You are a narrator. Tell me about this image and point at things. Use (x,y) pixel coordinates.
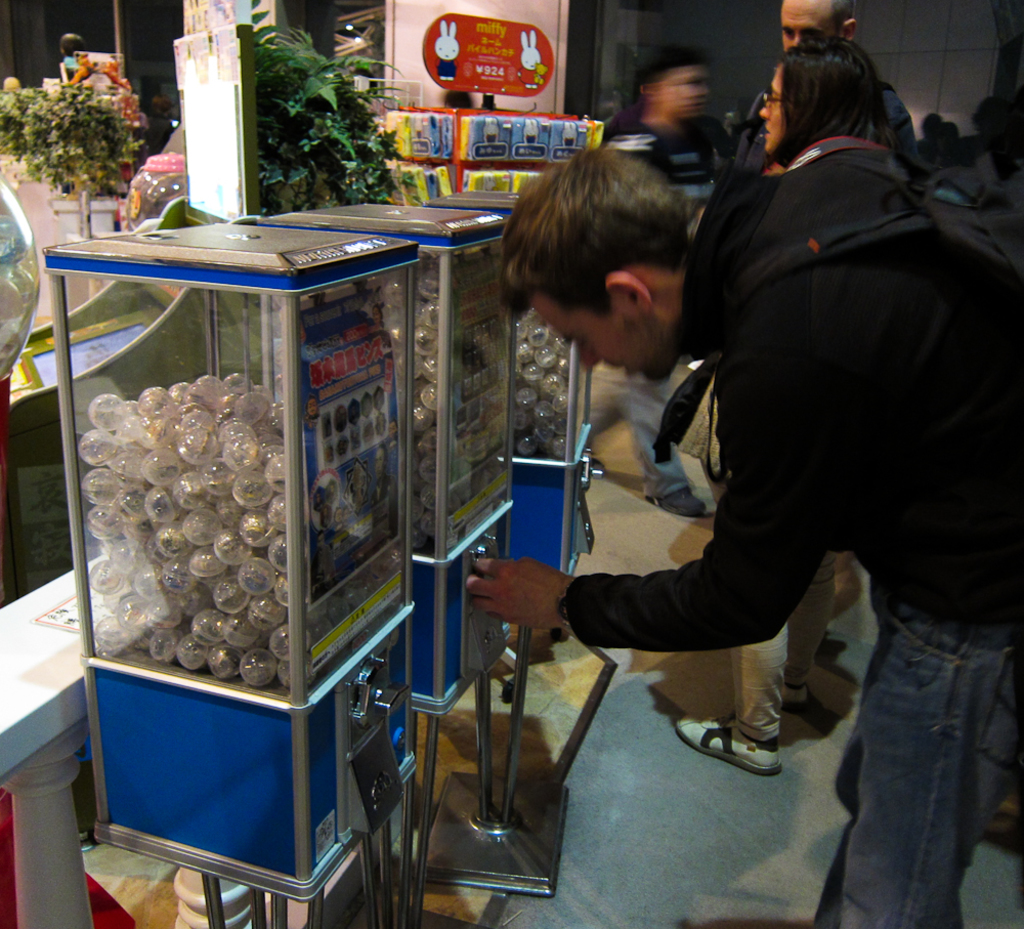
In this image in the center (681,321) there are persons (739,262) standing. On the left side (248,511) there are objects (214,476) which are white in colour inside the boxes (490,433) and there are plants (306,114).
